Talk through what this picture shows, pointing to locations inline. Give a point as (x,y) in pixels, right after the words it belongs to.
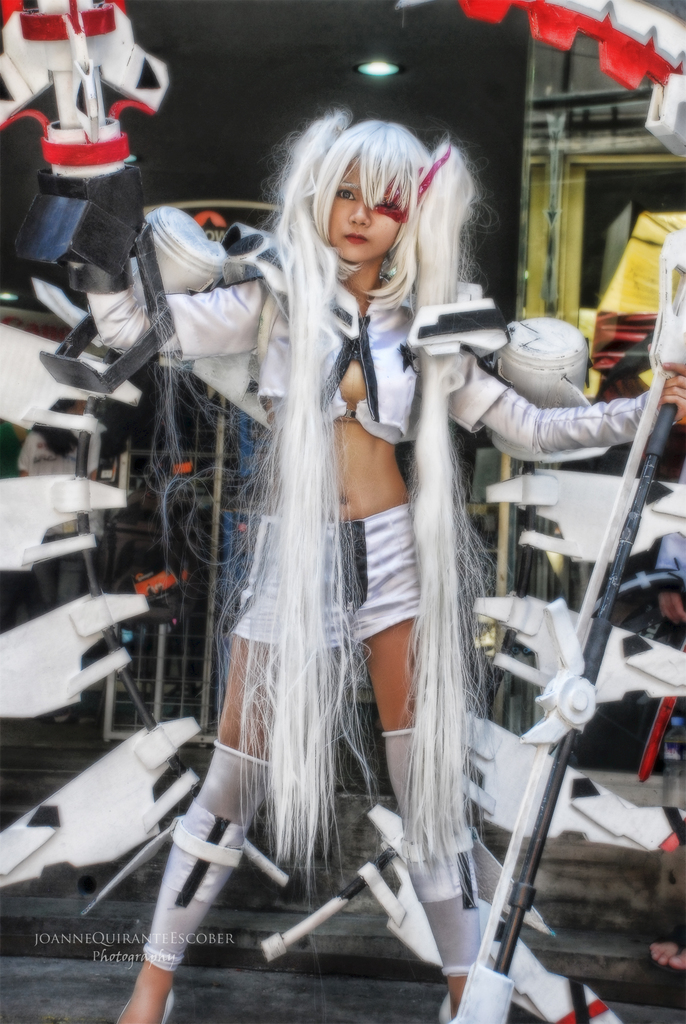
In this image we can see a lady (266,317) wearing different costume (401,569), she is holding some objects (605,634) in her hands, behind her, there are some other objects (498,759), also we can see light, and there is a text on the image.
